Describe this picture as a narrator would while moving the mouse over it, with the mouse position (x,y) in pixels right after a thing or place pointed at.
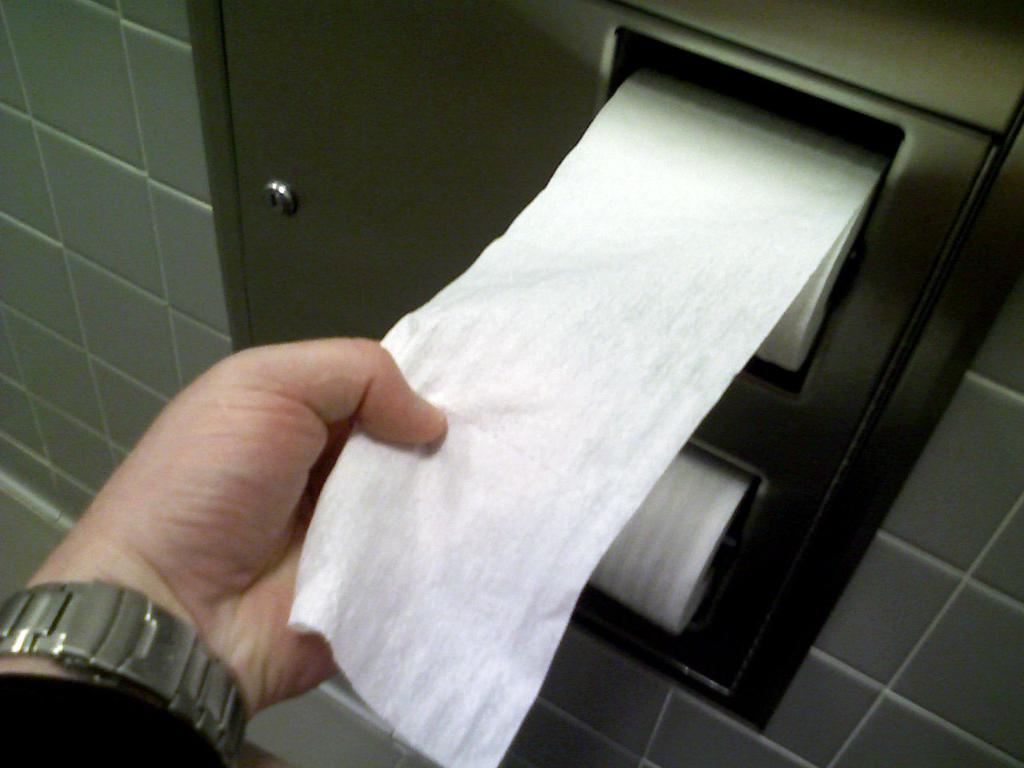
In this picture I can see a person's hand (261,547), this person (270,560) is pulling the tissue roll (523,410), we can also see a wall (45,100).
